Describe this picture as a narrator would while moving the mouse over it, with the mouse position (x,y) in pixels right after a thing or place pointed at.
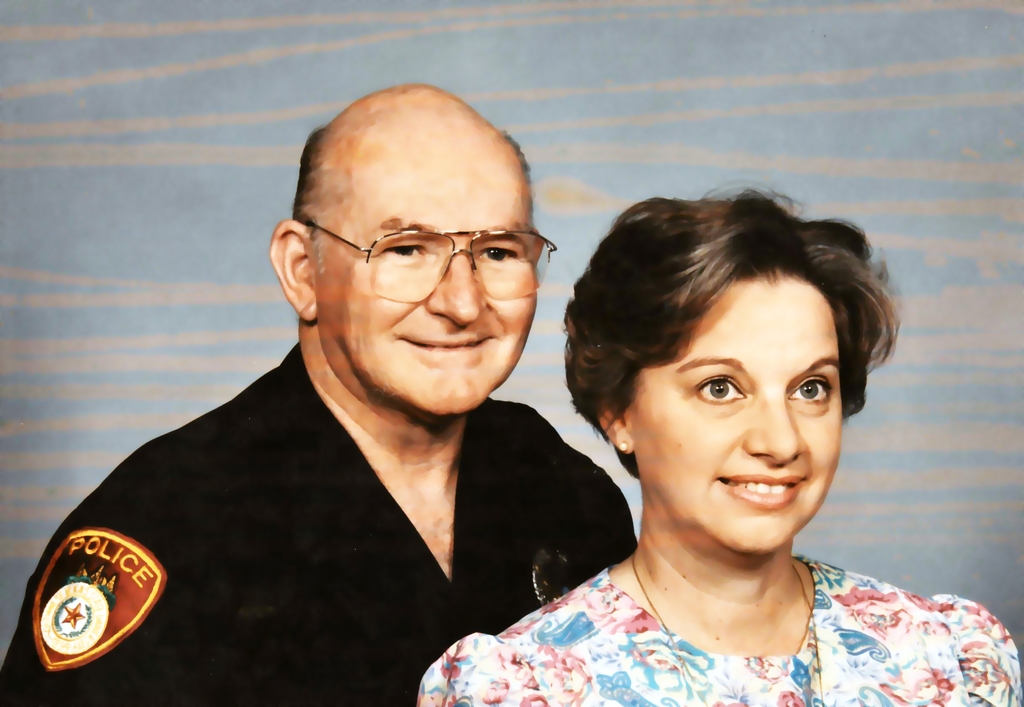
In this image we can see there are two persons (507,440) standing. In the background (594,449), we can see a wall (171,145).
